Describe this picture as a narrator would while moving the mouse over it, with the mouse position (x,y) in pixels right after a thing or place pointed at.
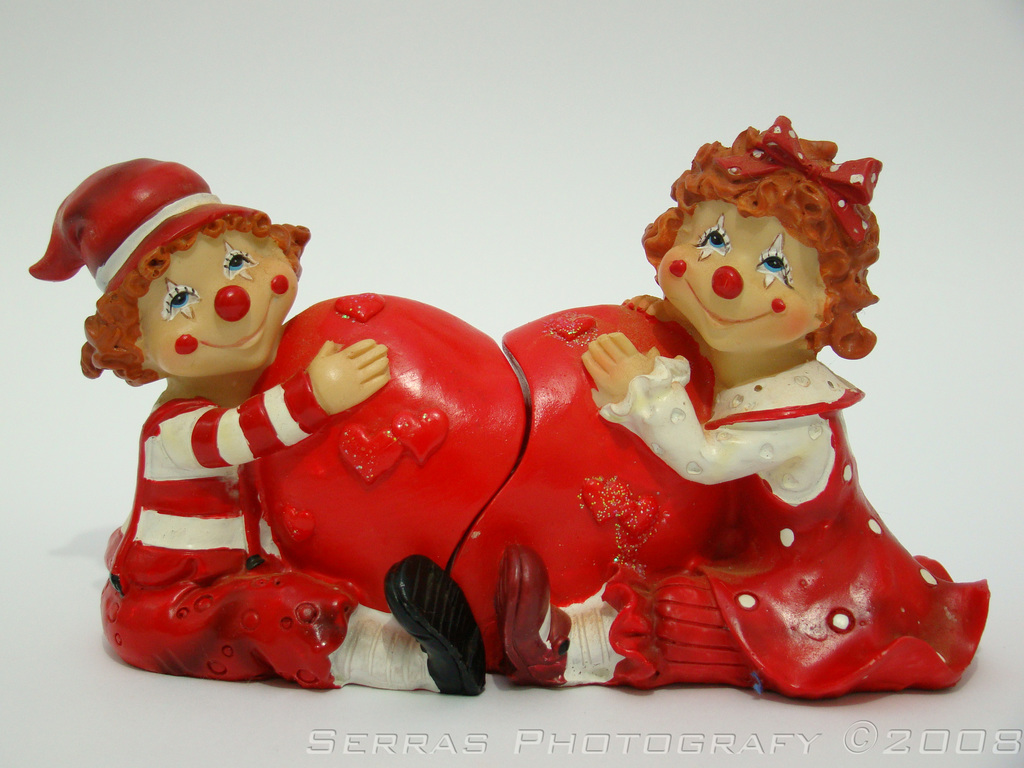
In the image we can see two toys (446,502), white, red and cream in colors. The surface (106,728) and the background (473,151) is white and on the bottom right (785,741) we can see the watermark (805,743).
